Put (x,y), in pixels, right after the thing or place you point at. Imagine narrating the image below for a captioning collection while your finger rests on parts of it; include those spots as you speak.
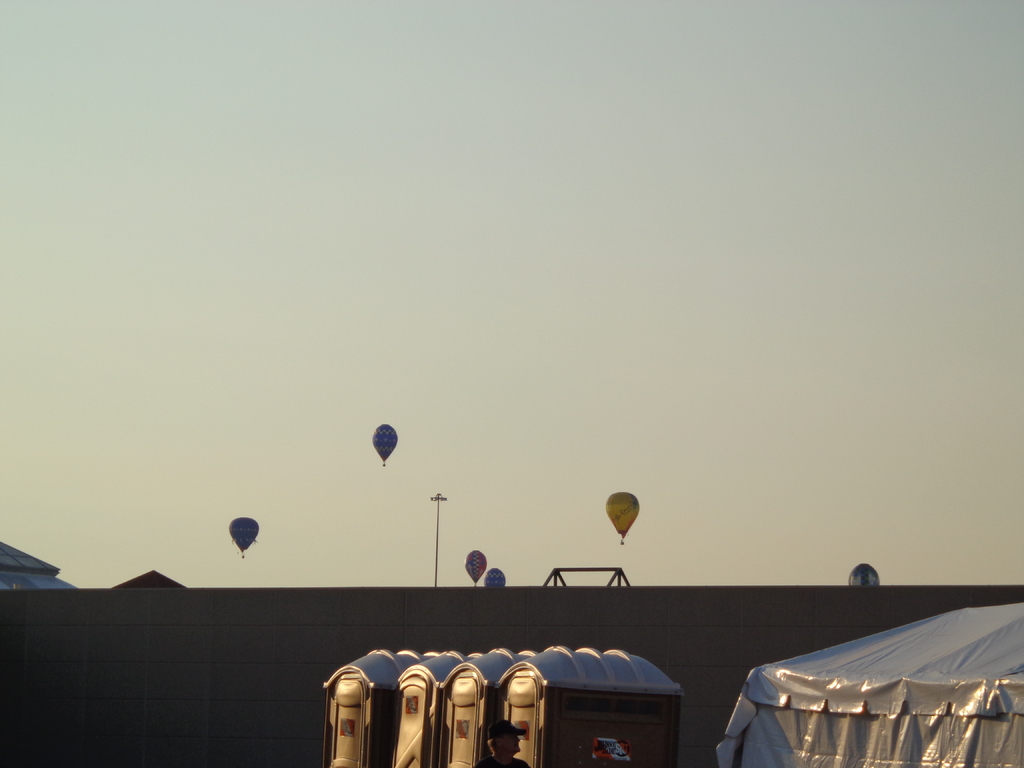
In this image we can see tent (859,706), a person (514,756) wearing cap (492,733) is walking here, public toilets (614,758), air balloons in the air (388,573), light pole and the plain sky (604,439) in the background (317,293).
